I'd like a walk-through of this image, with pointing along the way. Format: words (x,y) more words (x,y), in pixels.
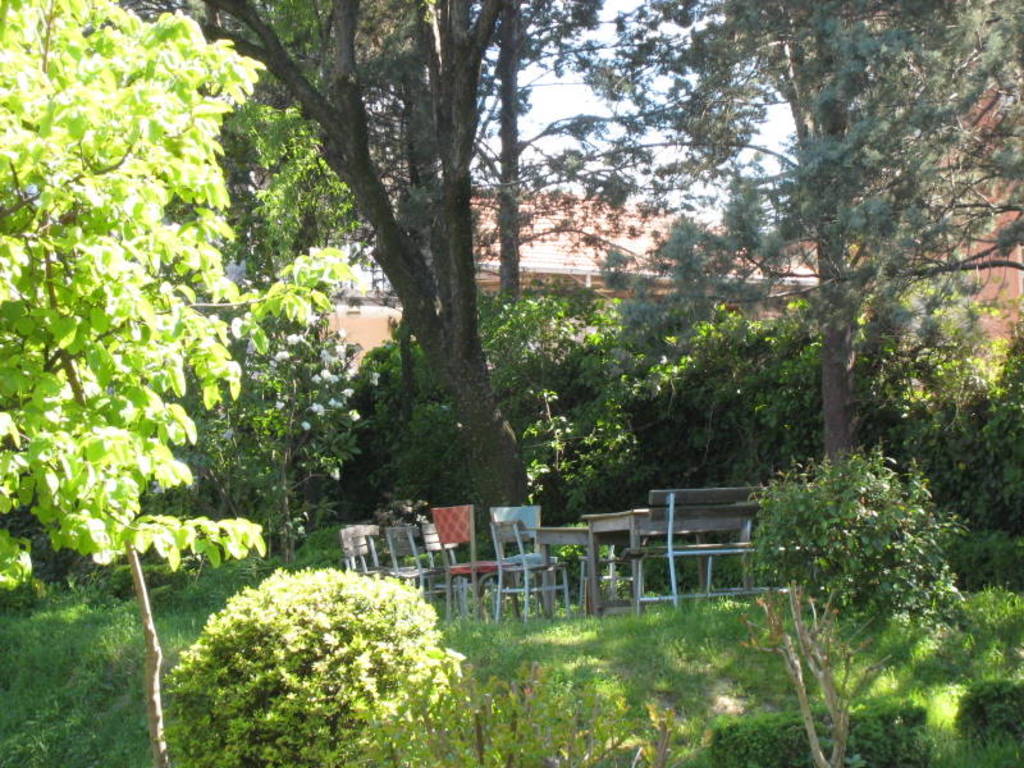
In this image we can see plants (340,670) and trees (123,492). In the middle of the image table (591,534) and chairs (529,572) are there. Background of the image (566,249) one house (605,245) is present.
